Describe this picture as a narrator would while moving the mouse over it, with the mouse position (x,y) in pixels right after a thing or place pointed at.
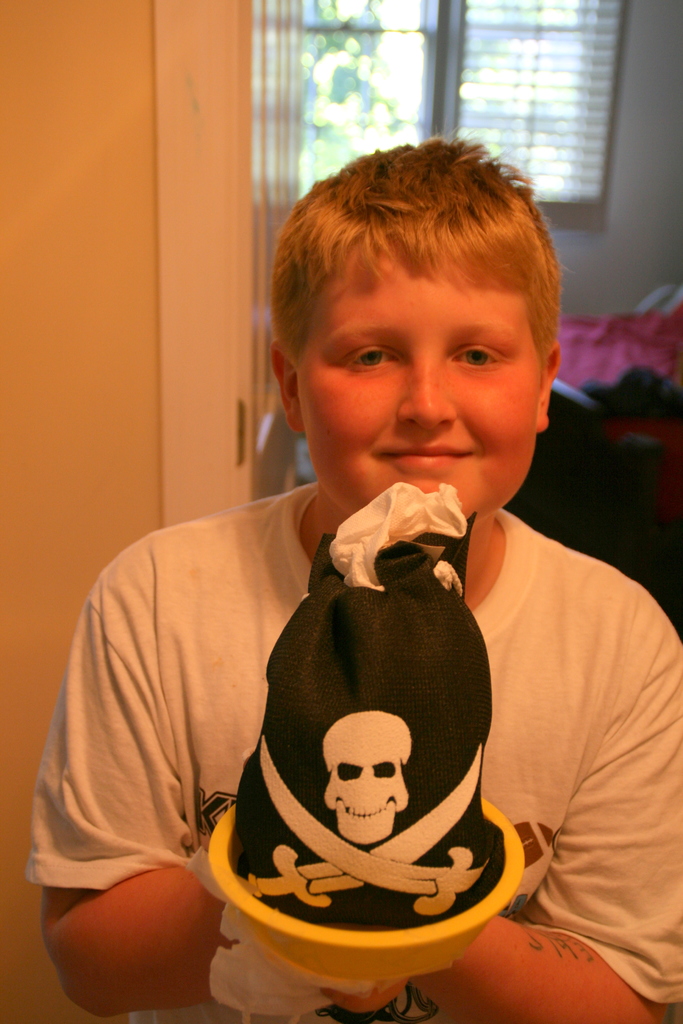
In this image we can see a person (193,704) wearing white color T-shirt (236,712) holding some object (312,812) in his hands (212,902) which is wrapped by a black cloth (332,680) which has danger symbol (368,788) on it and in the background of the image (624,364) there is bed (564,381), window (461,73), curtain (482,94) and there is a wall (66,285).
